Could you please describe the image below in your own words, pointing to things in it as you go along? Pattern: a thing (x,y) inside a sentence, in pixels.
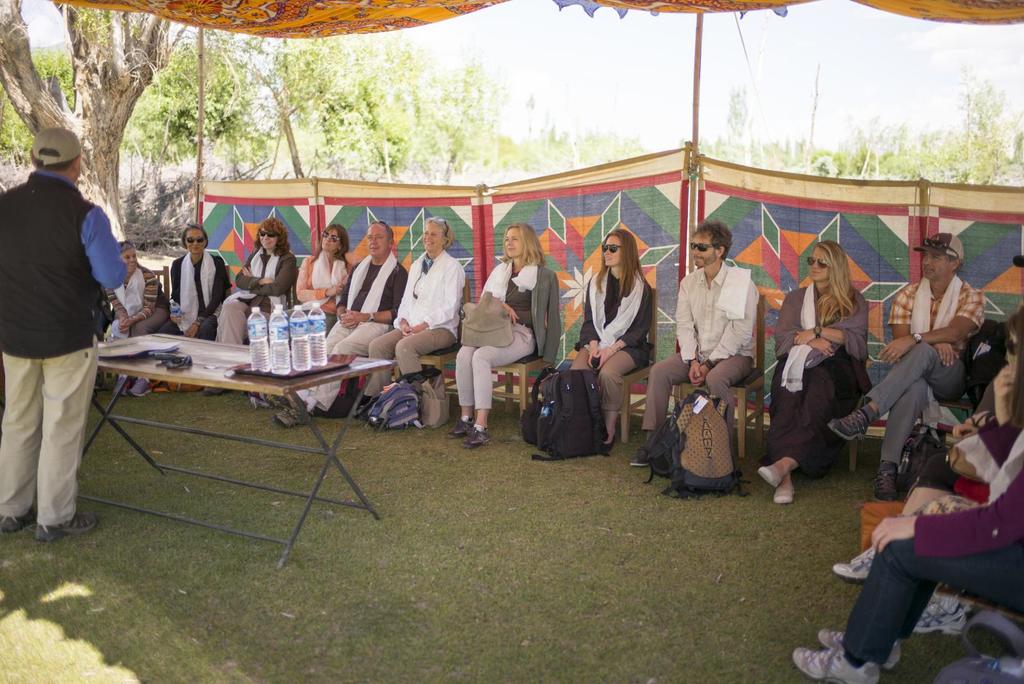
On the left side (60,293) there is a man (40,285) standing and wearing cap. In front of him there is a table (197,377). On the table (217,380) there is a tray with bottles (276,358). Also there are many people (335,291) sitting on chairs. Some are wearing goggles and having towels (185,267). Also holding bags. On the ground (752,456) there are bags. In the back (466,233) there is a wall (517,210) with clothes (499,224). Also there are tents (387,9). In the background (197,82) there are trees (353,86).
